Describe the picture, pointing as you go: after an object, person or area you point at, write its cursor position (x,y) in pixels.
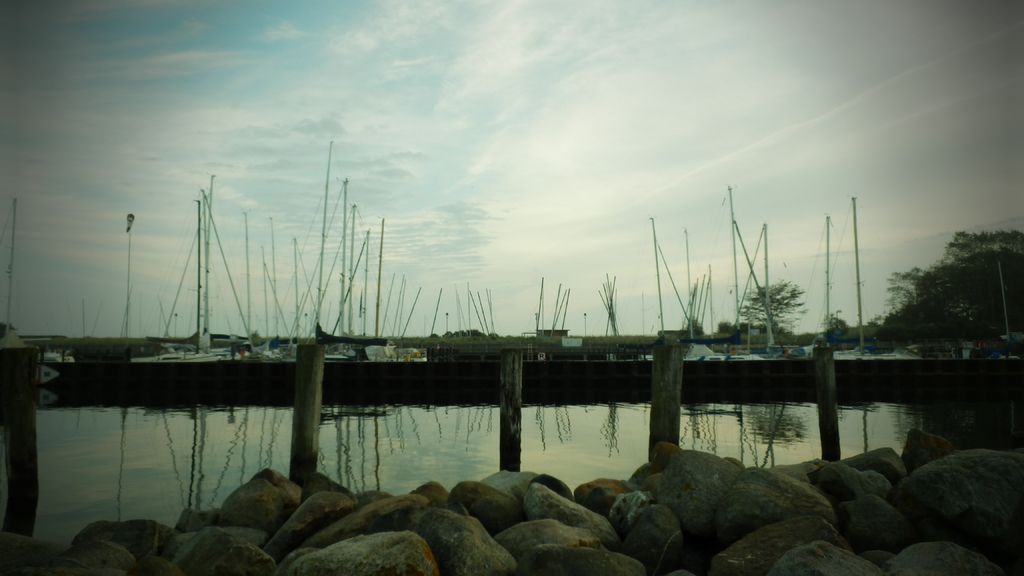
At the bottom of the image (659,511) there are stones (652,513). Behind them there is water (275,437) with poles (505,412). Behind them there is wooden deck (155,369). Behind the wooden deck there are boats (231,342) with poles (403,292) and ropes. At the top of the image (799,100) there is sky (48,95).
